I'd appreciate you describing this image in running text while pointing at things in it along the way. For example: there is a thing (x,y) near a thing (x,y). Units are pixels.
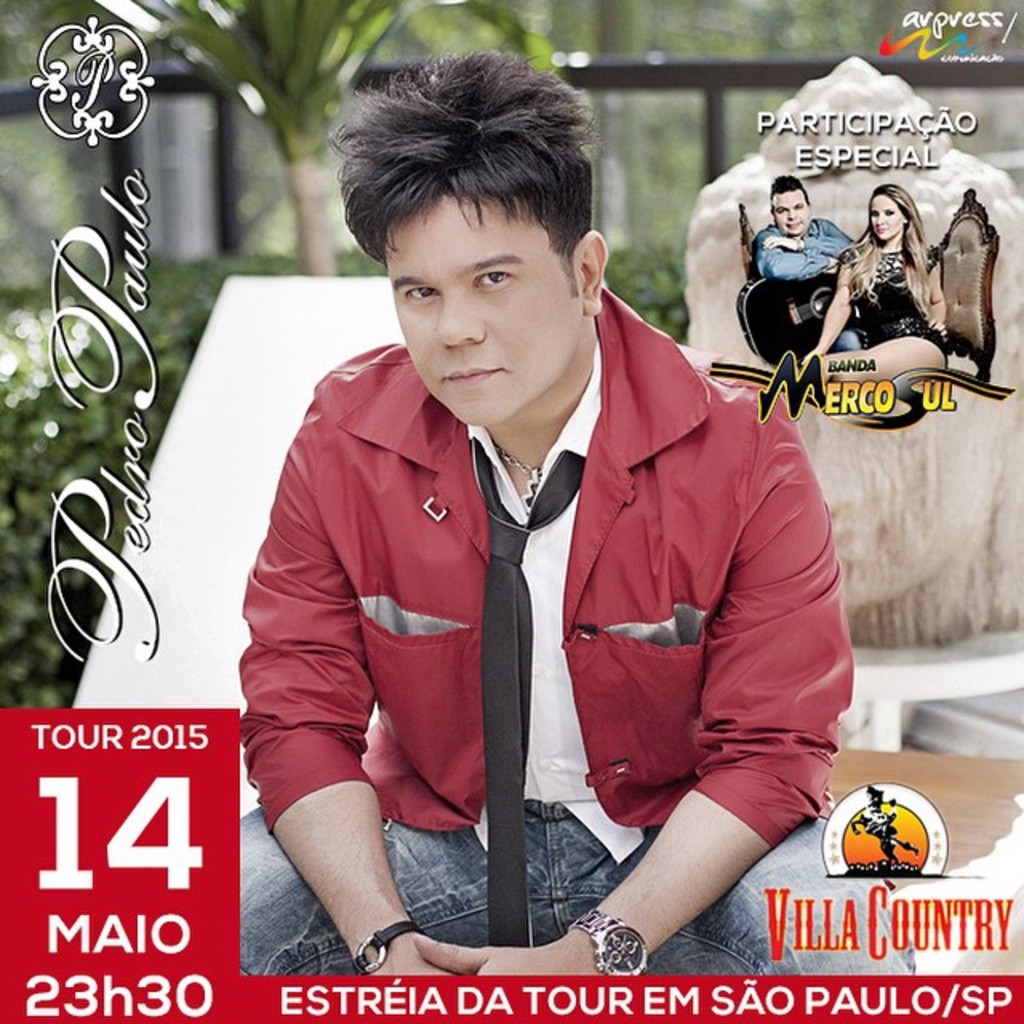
In this image I can see the person (360,556) with white and red color dress (563,622) and he is with the tie (512,676). To the right (880,469) I can see rock (897,497). In the back (317,103) I can see the trees (297,104) and the railing (176,77). And I can see something is written on the image.
